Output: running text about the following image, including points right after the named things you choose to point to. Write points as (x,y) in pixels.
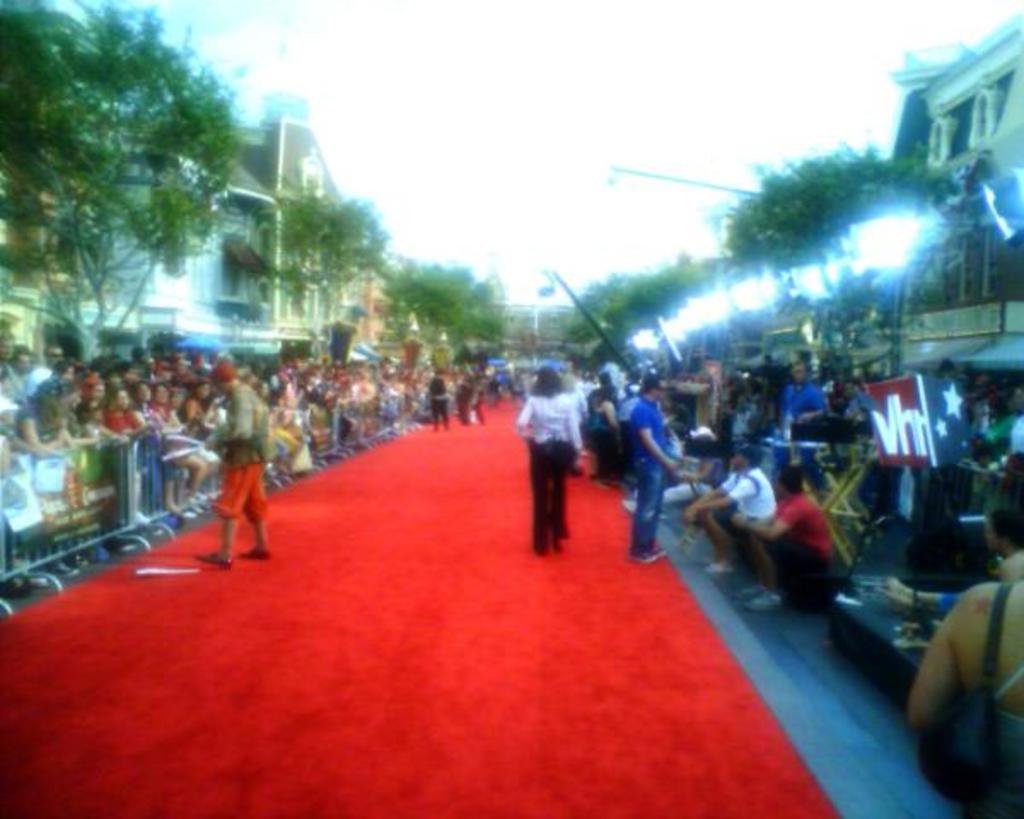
In the foreground of this image (485,471), on a red carpet (500,486), there are persons (549,455) standing and walking. On the other side, there are persons (470,381), trees (356,256), buildings (285,176) and on the right (686,180), there are crane cameras (604,335).
